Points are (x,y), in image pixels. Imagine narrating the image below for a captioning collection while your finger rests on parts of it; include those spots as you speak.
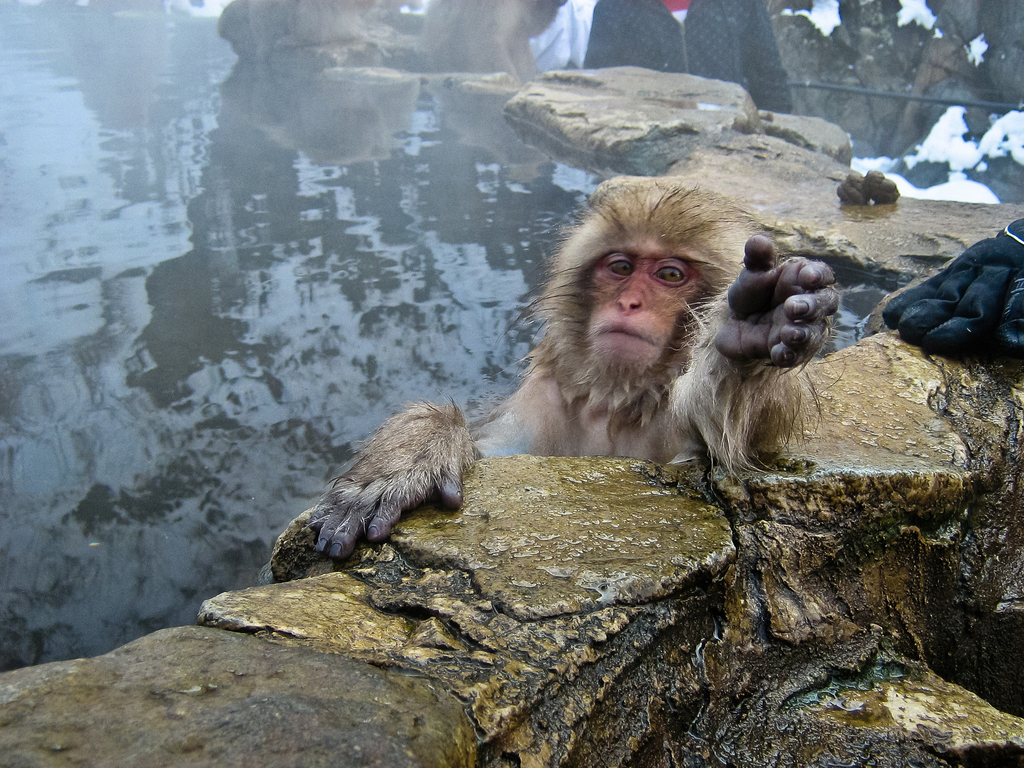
In the center of the image (554,365) we can see macaque (701,382). On the right side of the image (927,340) we can see a glove (961,309). At the bottom of the image (679,698) we can see the rocks (878,390). In the background of the image (95,271) we can see the water (408,152). At the top of the image (635,35) we can see the persons (654,35). In the top right corner (949,58) we can see the rocks (899,99) and snow (960,166).
